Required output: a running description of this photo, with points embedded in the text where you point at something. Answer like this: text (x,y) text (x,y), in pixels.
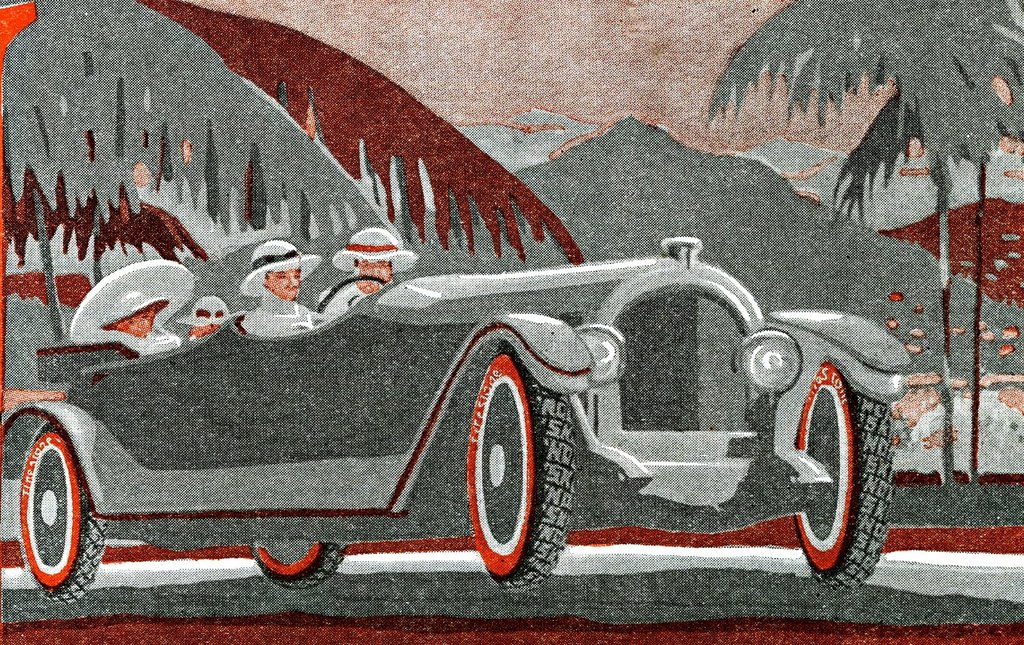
This image consists of a painting (433,379). In the middle of the image (380,405) four people (274,285) are sitting in the car (269,344). In the background (339,184) there are a few hills (805,242). On the right side of the image (828,70) there are two trees (855,65).
